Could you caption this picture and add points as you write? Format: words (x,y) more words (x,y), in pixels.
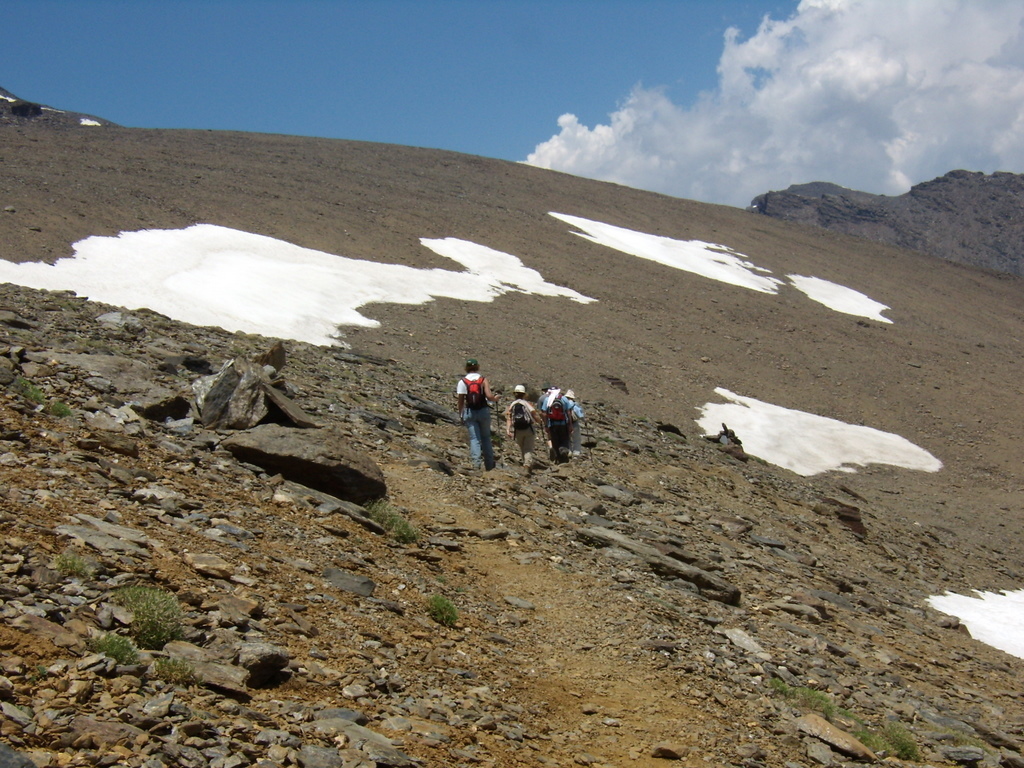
In the image we can see there are people (523,431) walking, they are wearing clothes (562,425), cap (473,360) and they are carrying a bag (467,382) on their back (486,409). There are the stones (451,537), grass (159,617), snow (230,279) and a cloudy sky (603,104).
